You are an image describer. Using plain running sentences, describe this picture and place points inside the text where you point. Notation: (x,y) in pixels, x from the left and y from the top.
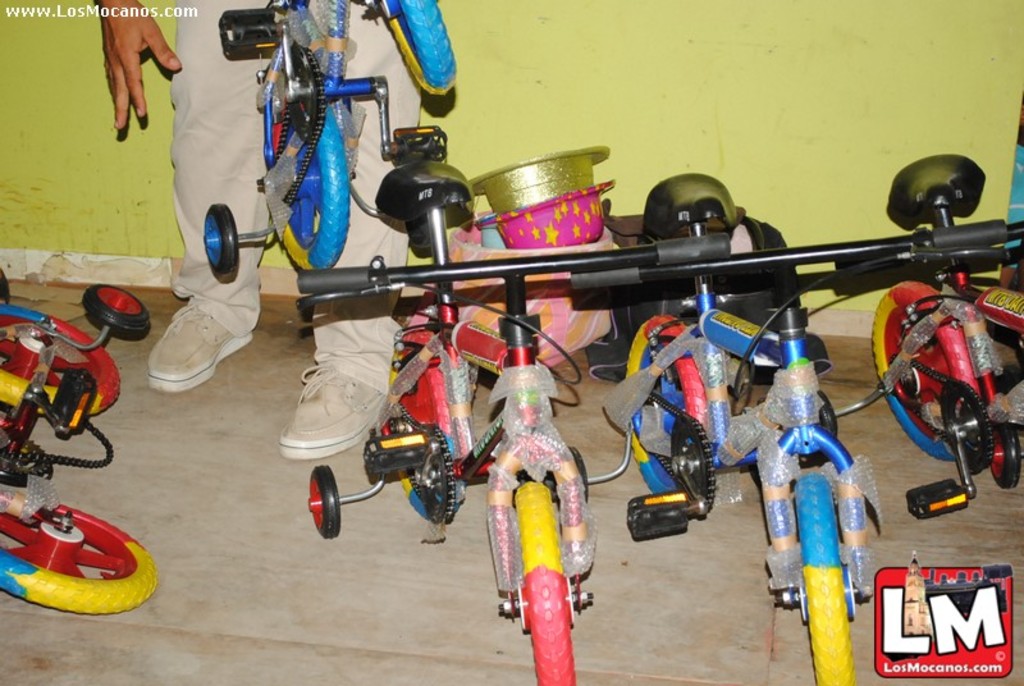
In this image we can see some bicycles (406,374), hats (502,235), also we can see a person (406,77), and also we can see the wall (603,130).
